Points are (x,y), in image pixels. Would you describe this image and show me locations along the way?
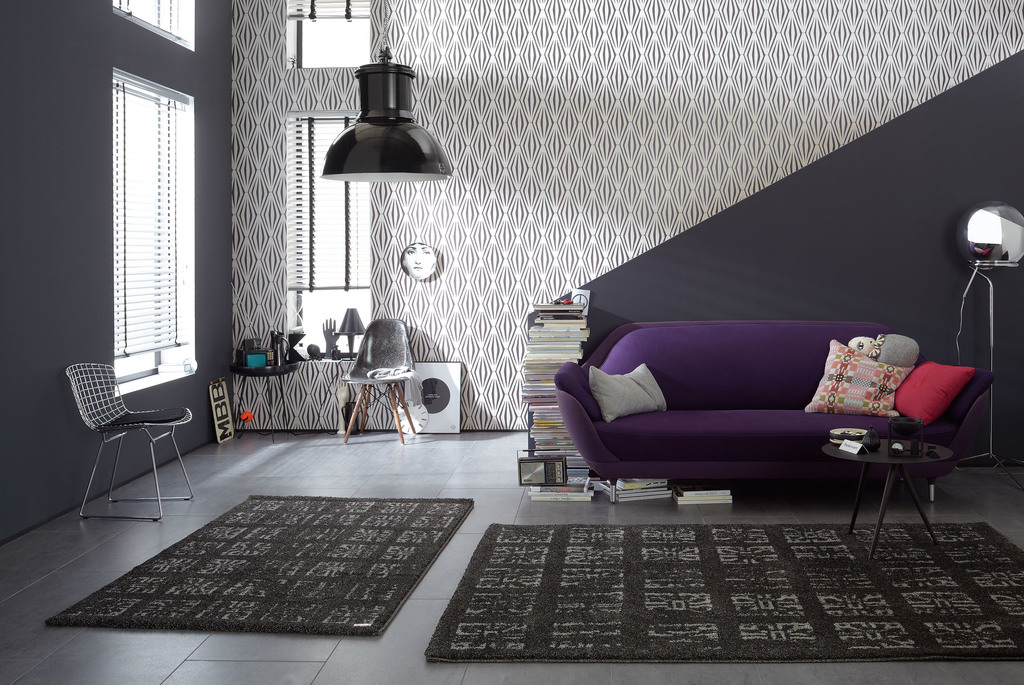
In the picture we can see inside the house (460,197) with a designed wall (474,197) and a window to it and near it we can see some things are placed like lamp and some decorative objects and beside the window (300,133) we can see a chair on the floor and beside it we can see a sofa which is purple in color with pillows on it and beside the sofa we can see bundle of books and on the floor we can see two floor mats (260,551) and near the wall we can see another chair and to the ceiling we can see a lamp (405,84) hanging.
